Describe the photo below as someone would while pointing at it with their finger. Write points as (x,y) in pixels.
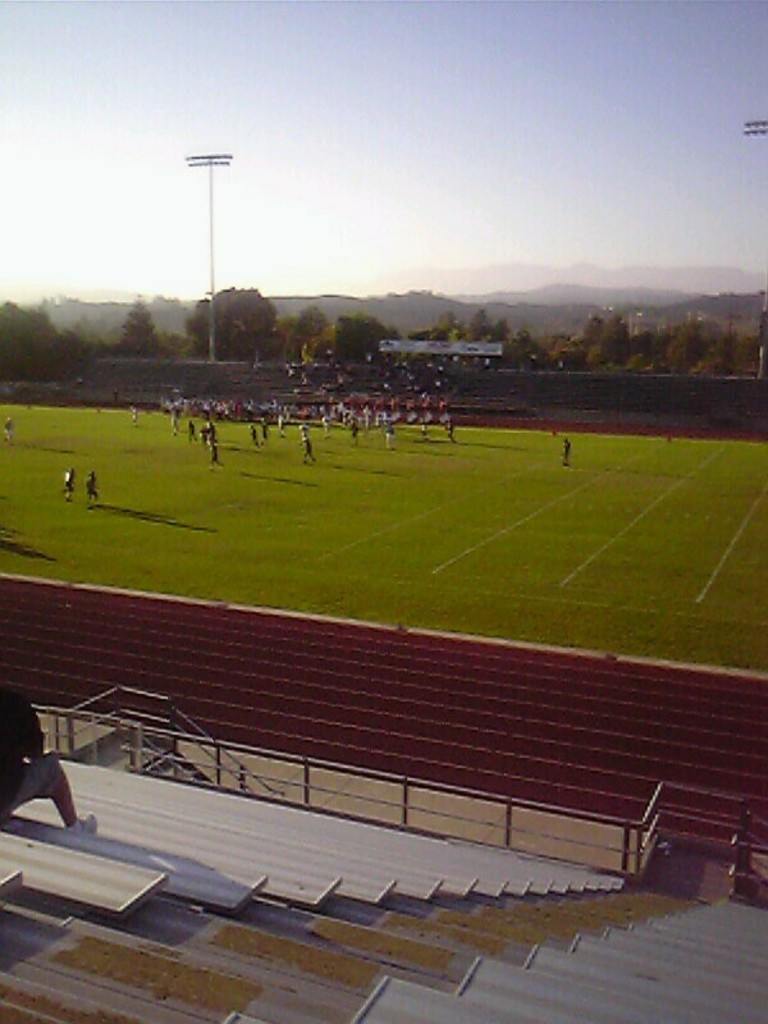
In this picture we can see some people (287,416) standing here, there is grass (570,504) here, on the left side (35,772) there is a person (21,775) sitting here, we can see stairs (277,936) here, there is a pole (211,315) here, we can see some trees (519,334) in the background (530,338), there is sky (577,83) at the top of the picture (584,82).
